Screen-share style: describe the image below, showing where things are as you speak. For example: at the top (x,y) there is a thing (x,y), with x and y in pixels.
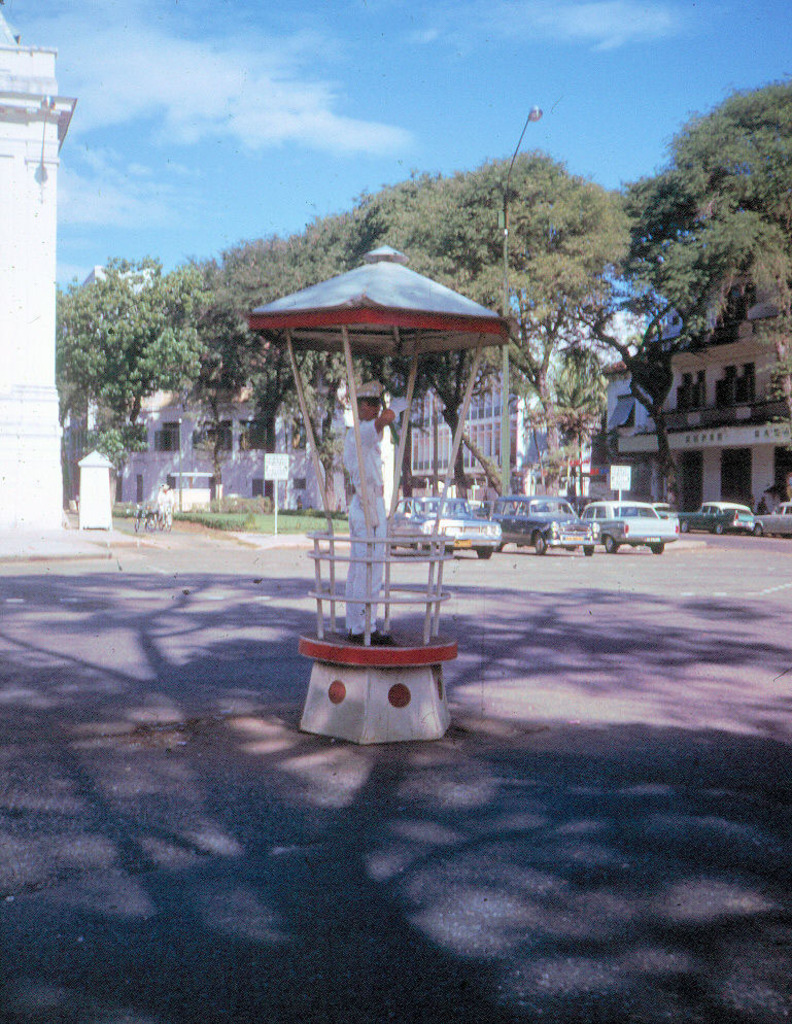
In this picture there is a man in the center of the image (441,581) under a canopy (391,294) and there are buildings (720,434), trees (525,342) and cars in the background area of the image (707,438), there is another building (28,398) on the left side of the image (19,456).
